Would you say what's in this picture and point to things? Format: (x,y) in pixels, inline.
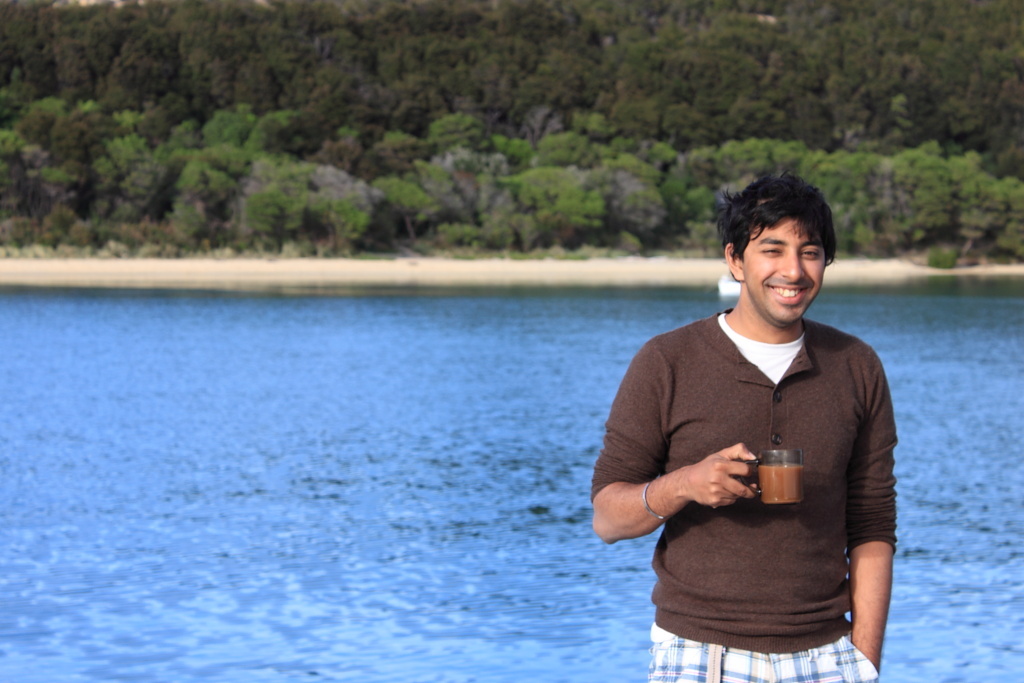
In this picture we can see a man (863,583) and he is holding a cup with drink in it and in the background (292,404) we can see water (614,347) and trees (996,35).
